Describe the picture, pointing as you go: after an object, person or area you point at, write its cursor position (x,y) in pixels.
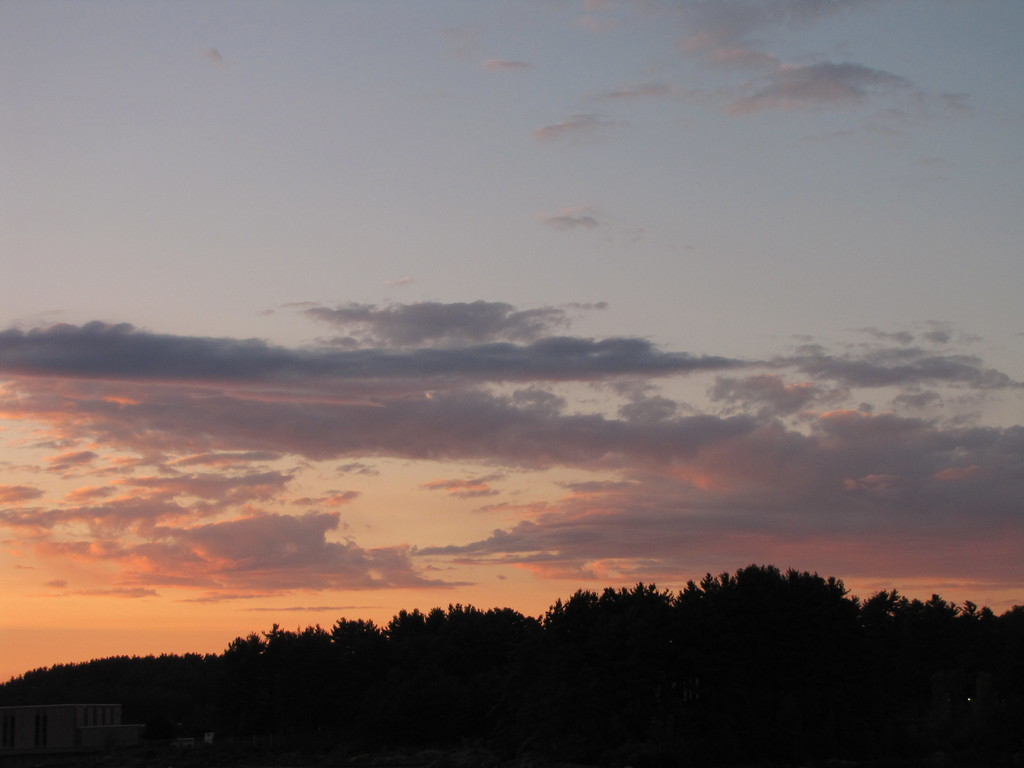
In this image I can see some houses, trees (696,663) and cloudy sky (470,414).
